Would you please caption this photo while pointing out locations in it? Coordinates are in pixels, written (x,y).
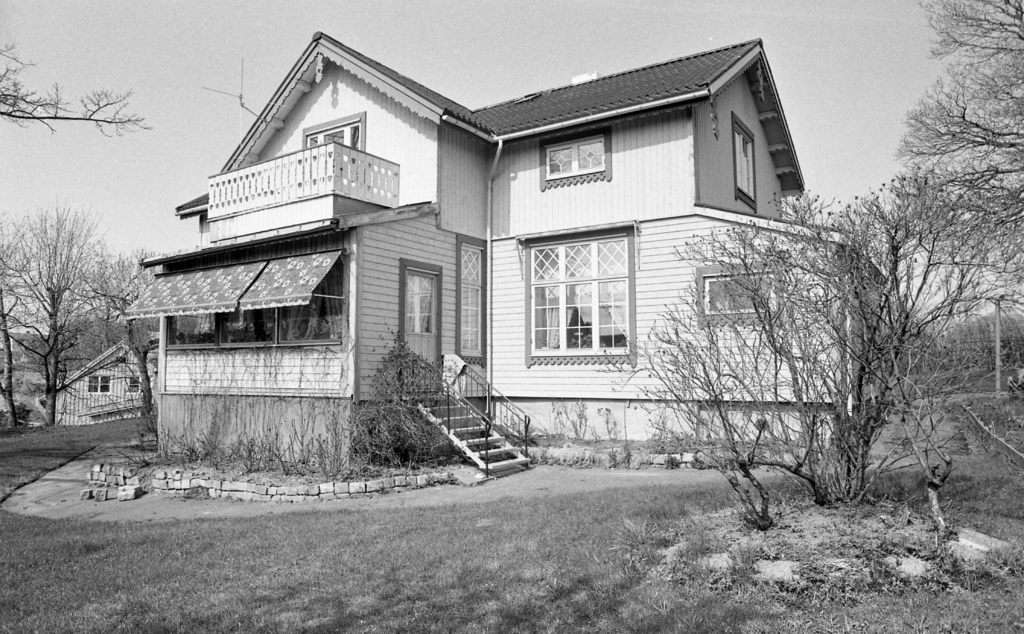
In this black and white picture there are few houses (267,331). Middle of the image (482,418) there is a staircase (502,457) to a house (488,380). Beside the staircase (444,417) there are few plants (398,456). Background there are few trees (1023,336). Right side (945,481) there are few plants (852,367) and trees (952,353) on the grassland (411,513). Top of the image (562,22) there is sky (600,39).
